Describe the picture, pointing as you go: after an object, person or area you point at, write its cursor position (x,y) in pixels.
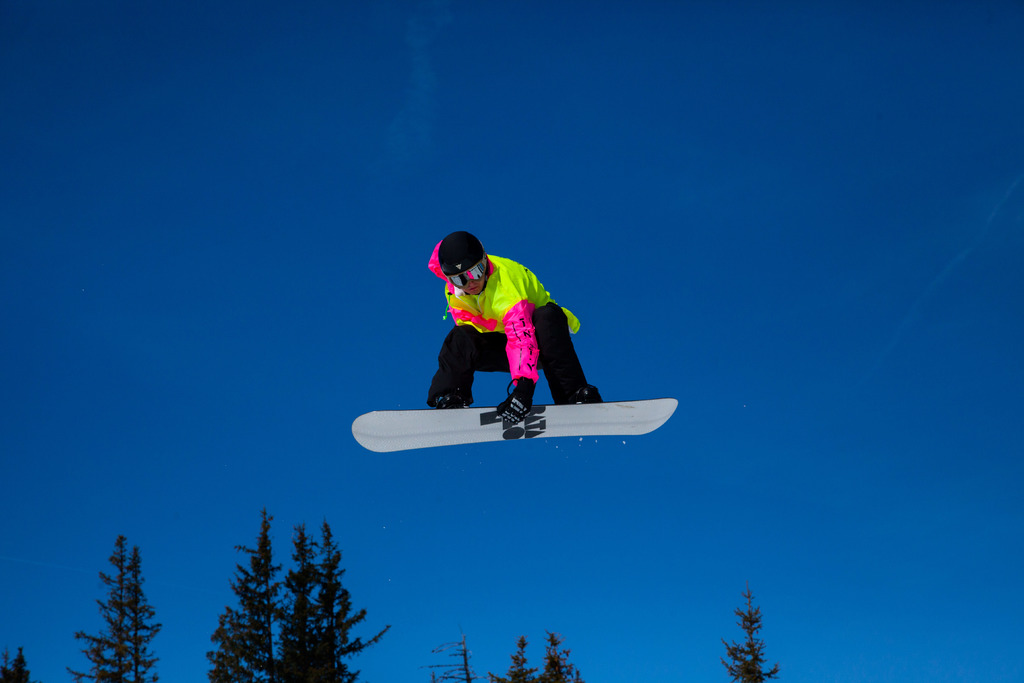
In this picture we can see a person (472,329) is jumping with the snowboard (490,413) and behind the person (480,344) there are trees (224,673) and the sky (774,358).
